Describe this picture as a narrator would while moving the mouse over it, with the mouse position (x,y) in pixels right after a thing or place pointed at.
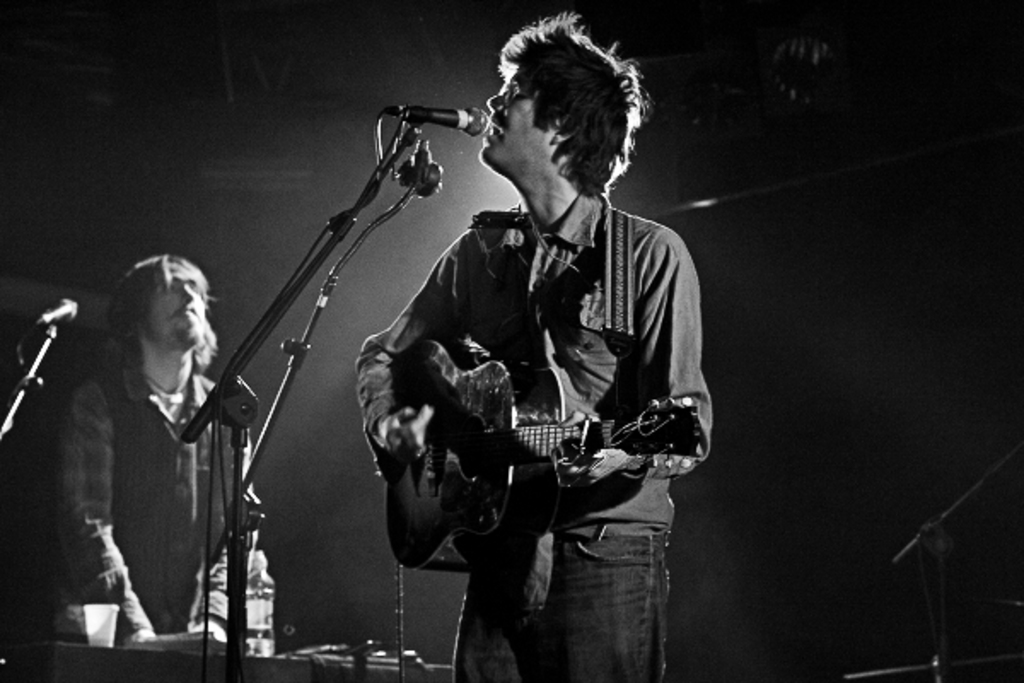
This is a black and white picture, there are two men's (157,428) standing on a stage (670,622). The man (647,608) is holding a guitar (447,444) and singing a song in front of the man (501,122) there is a microphone (437,112) with stand (268,328). Background of this people (419,297) is in black color.
